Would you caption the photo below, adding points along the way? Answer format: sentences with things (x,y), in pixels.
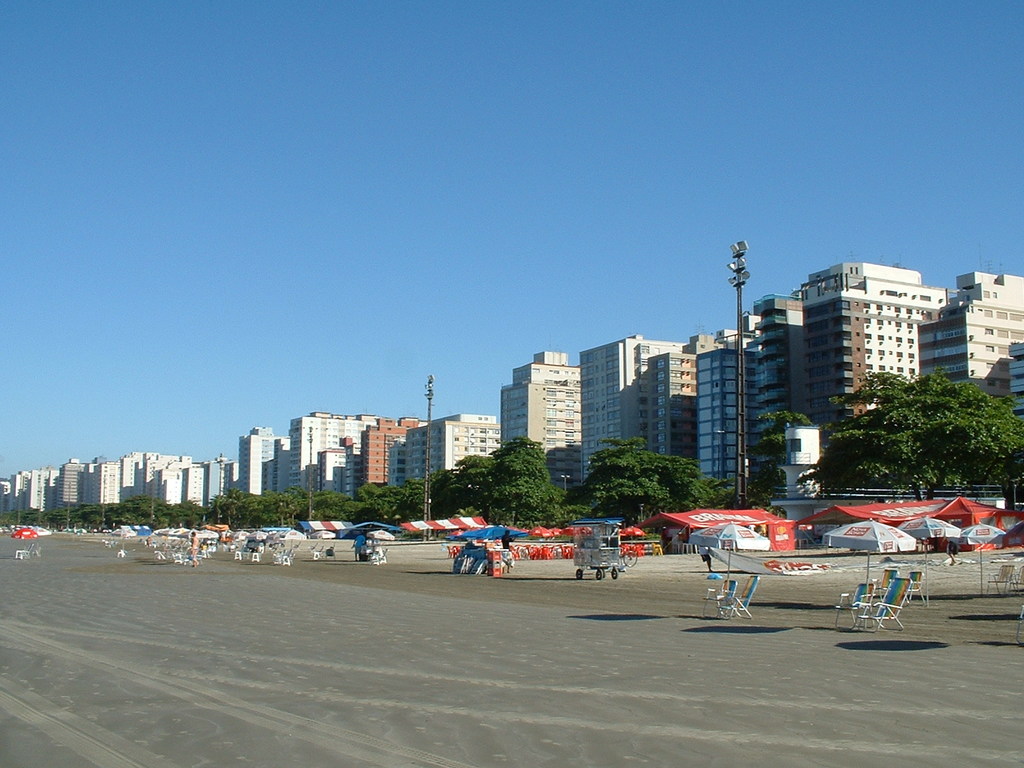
In this picture we can see chairs (1019,620), patio umbrellas (739,573) and cart (595,528). There are people (359,548) and we can see poles (311,512), lights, buildings (469,426) and trees (291,505). In the background of the image (825,164) we can see the sky (579,246).
